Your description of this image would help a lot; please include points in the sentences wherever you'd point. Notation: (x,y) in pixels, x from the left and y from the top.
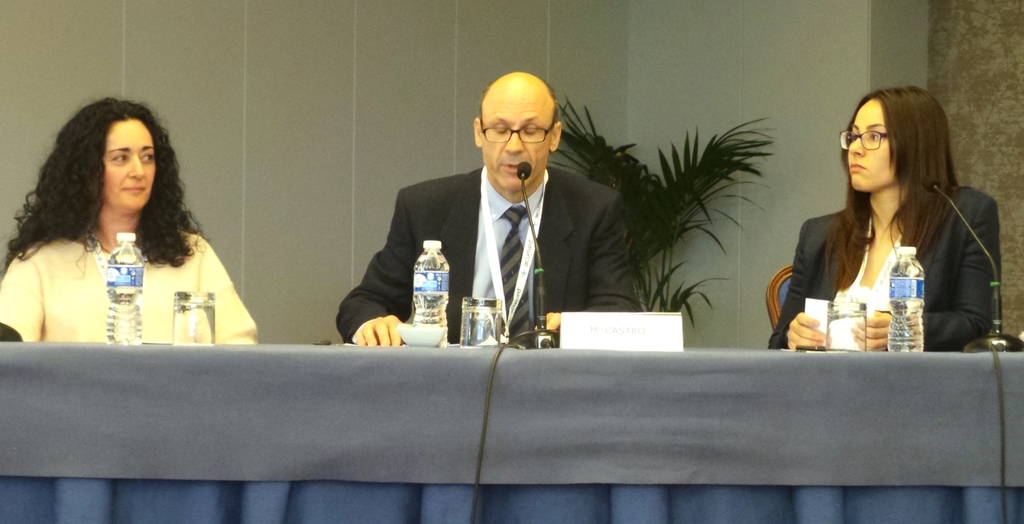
In this picture, we see two women (183,219) and a man (564,183) are sitting on the chairs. In front of them, we see a table (512,390) which is covered with grey and blue color sheets (342,402). On the table (664,397), we see the glasses (199,297), water bottles (422,301), microphones (545,343) and a name board (654,339). Behind them, we see the plant (650,292). In the background (641,149), we see a wall (655,145) in white color. This picture might be clicked in the conference room (423,214).
